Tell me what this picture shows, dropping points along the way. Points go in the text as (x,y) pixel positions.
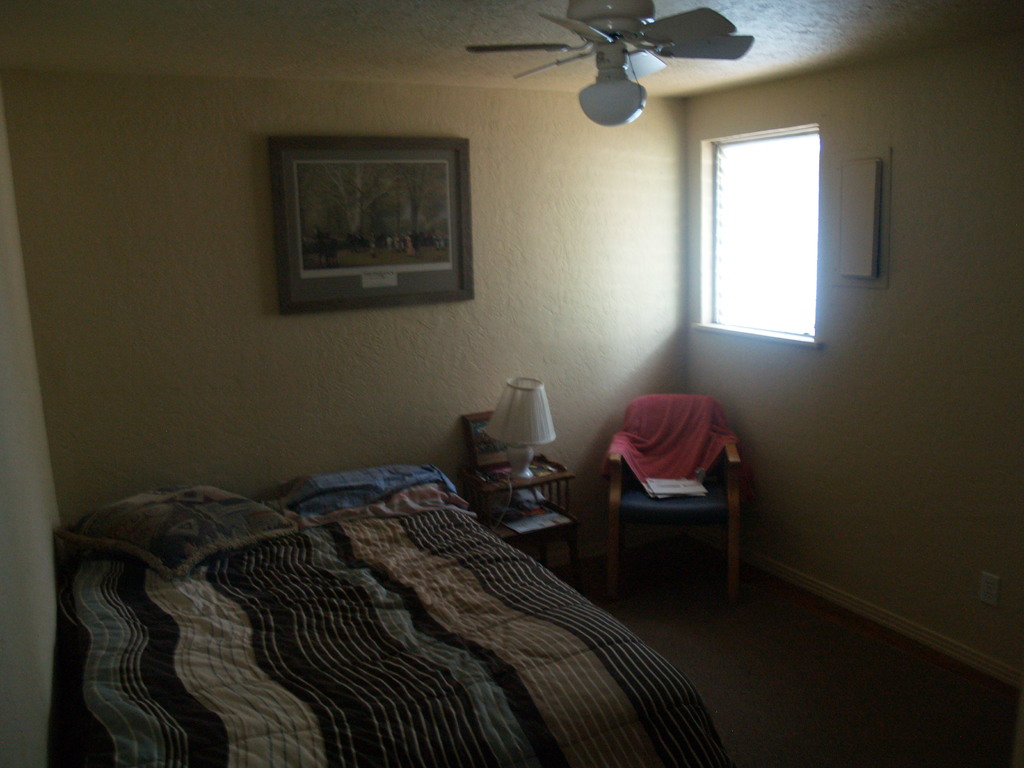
This is a picture of the inside of a house (176,336) in this picture, on the left side (183,601) there is one bed (413,628). On the bed (292,544) there are some pillows (148,548) and blankets (497,584) beside the bed (503,606) there is one small table (545,528) and one chair (637,503), on the table (560,526) there is one lamp (520,458) and on the chair (677,501) some towels (660,450) and on the right side (758,245) there is a window (758,262) and on the wall (265,398) there is one photo frame (398,194). On the top (385,56) there is ceiling (509,55) and one fan (600,48), at the bottom (755,631) there is a floor (832,716).
